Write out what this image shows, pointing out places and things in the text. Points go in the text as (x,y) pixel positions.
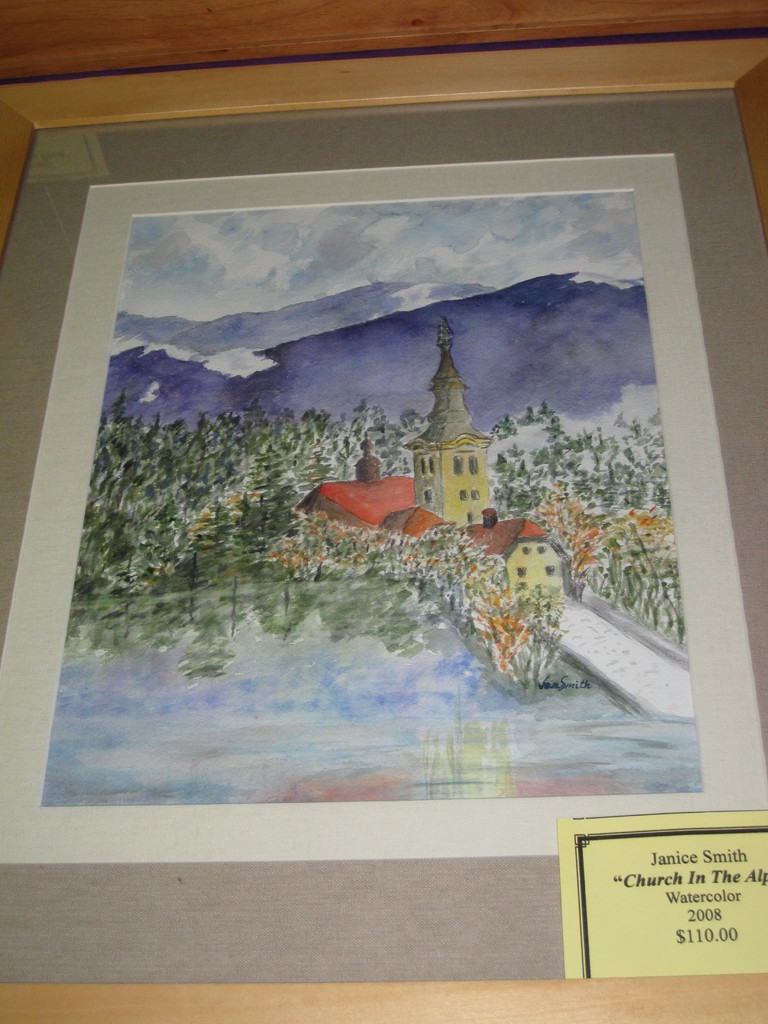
In the picture I can see a painting (310,486). In the painting (368,618) I can see trees (368,575), a building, mountains (471,389), the sky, the water (374,715) and some other things (643,666). I can also see something written on an object (669,938).
